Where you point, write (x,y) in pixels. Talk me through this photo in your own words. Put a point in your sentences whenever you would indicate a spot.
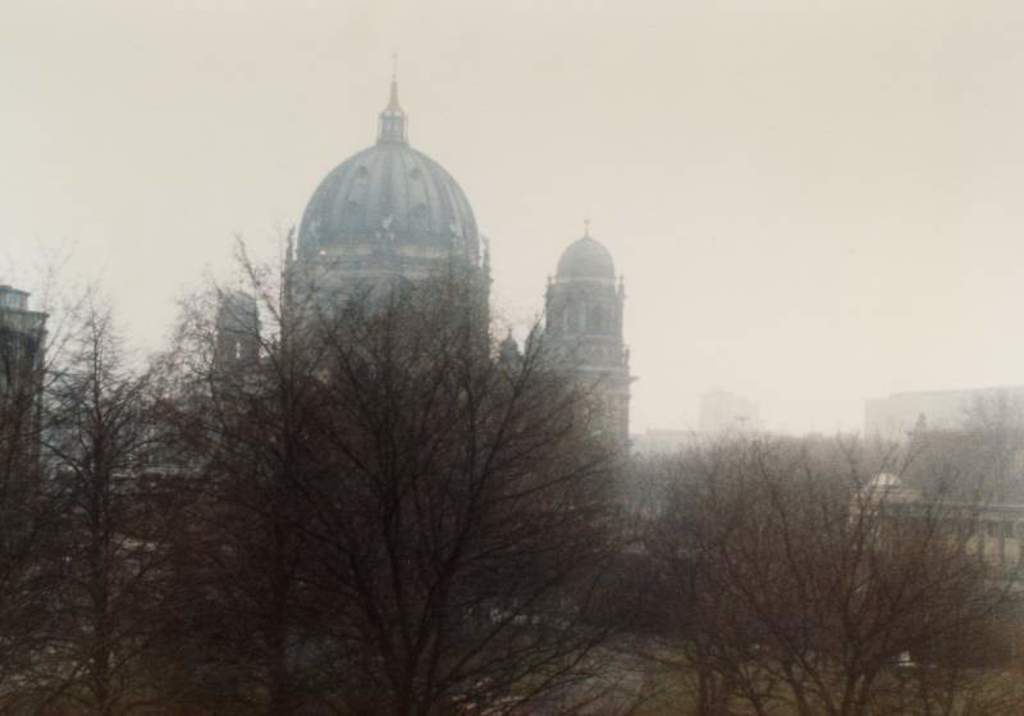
In this picture we can see trees (436,557) in the front (340,530), in the background (909,492) there are buildings (965,405), we can see the sky (619,72) at the top of the picture (631,80).
